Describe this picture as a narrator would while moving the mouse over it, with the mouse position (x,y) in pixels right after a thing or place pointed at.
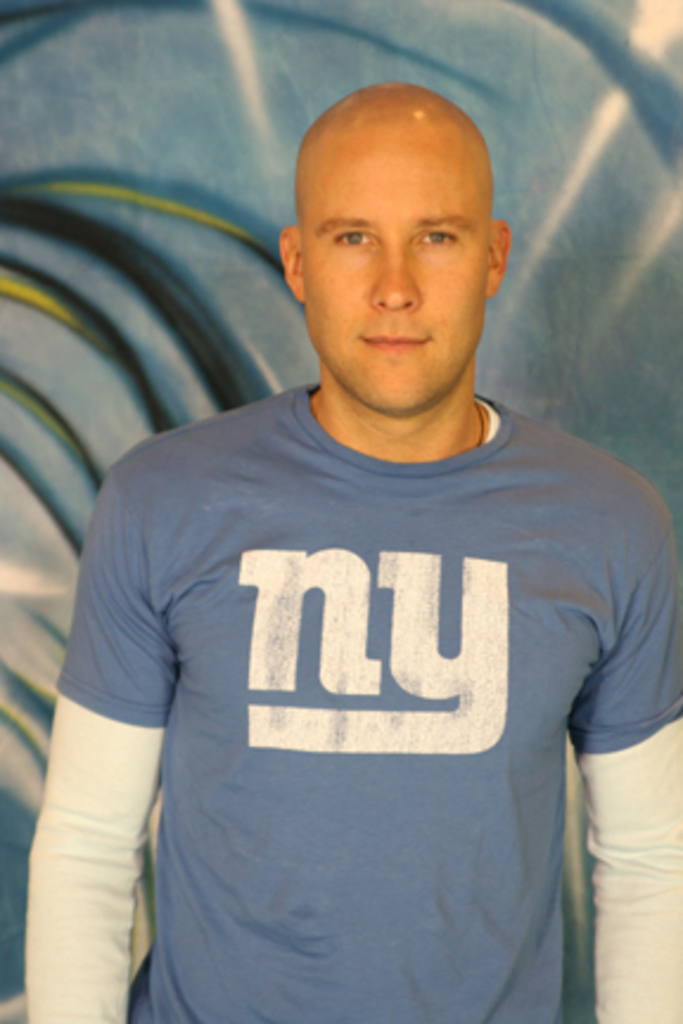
In this picture there is a person (412,663) wearing blue T-shirt (378,608) is standing and the background (197,180) is in blue color.
